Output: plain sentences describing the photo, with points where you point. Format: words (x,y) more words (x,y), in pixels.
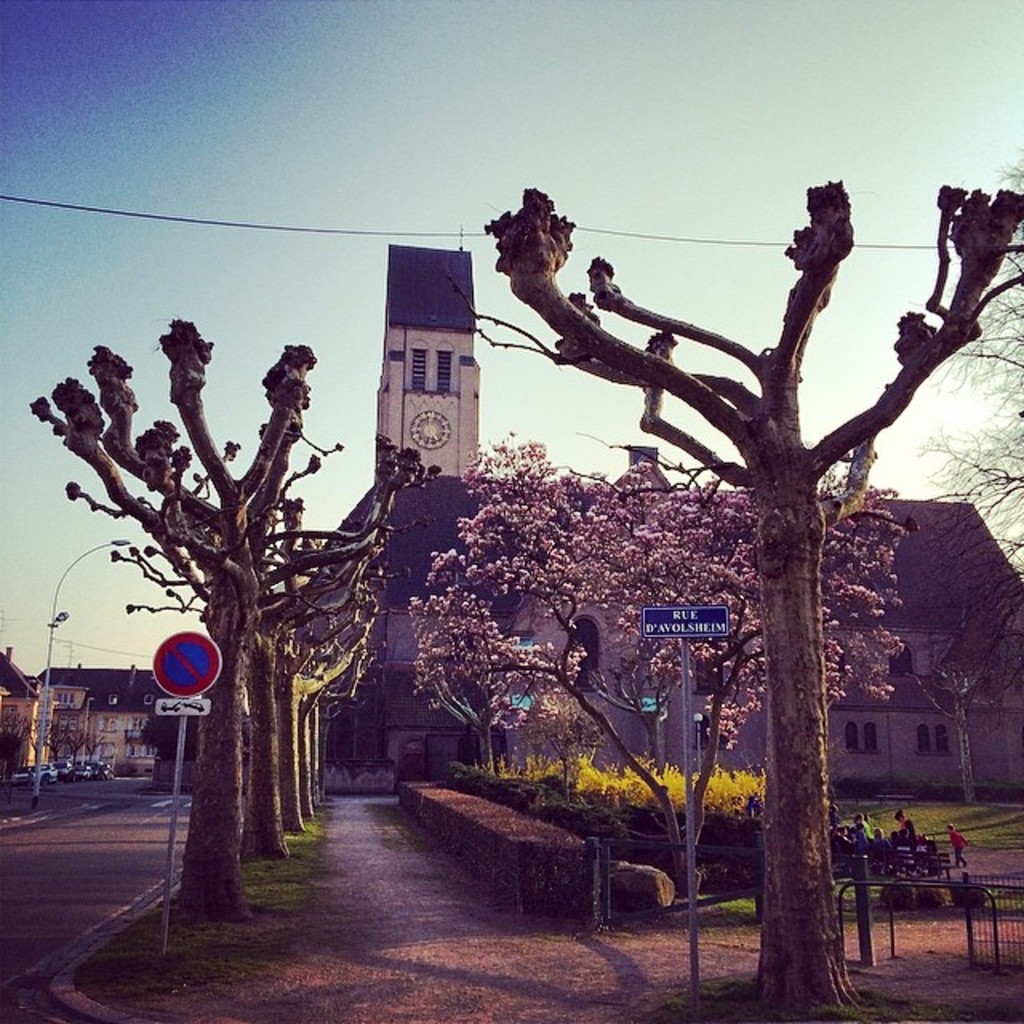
This image is taken outdoors. At the top of the image (308,264) there is a sky (595,185). At the bottom of the image (65,840) there is a road (62,855) and a sidewalk (637,958). On the right side of the image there are a few benches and a few kids (893,825) are sitting on the benches (921,851). In the background (54,714) there are a few houses (138,681), buildings (594,622) and towers (432,353) with a few walls (467,420), windows (65,726), doors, roofs (463,496) and a clock (443,424). In the middle of the image (682,539) there are a few trees (564,655), plants (846,791), a signboard (182,697) and a board (675,635) with text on it.
